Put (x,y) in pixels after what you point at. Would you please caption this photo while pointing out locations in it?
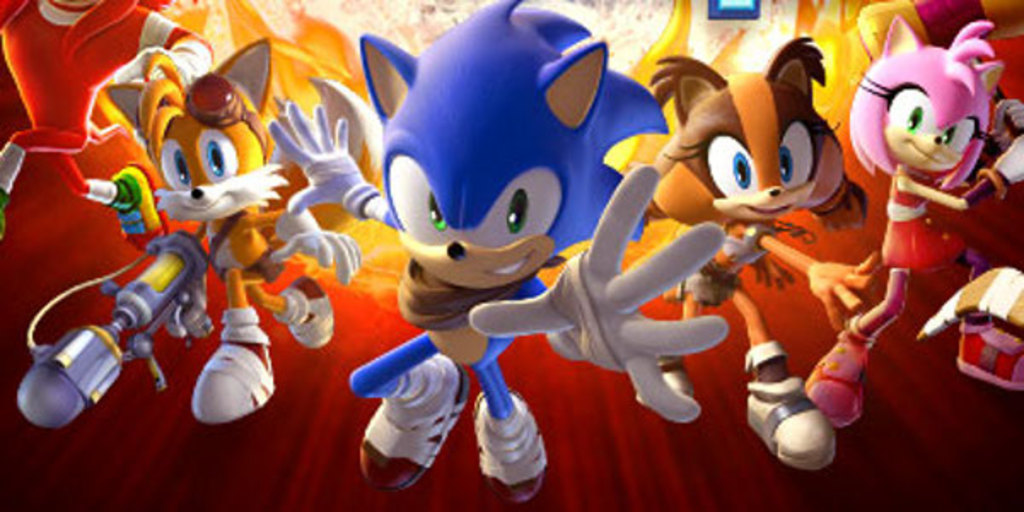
This is an animated picture. I can see cartoon characters (346,255) in this image.
